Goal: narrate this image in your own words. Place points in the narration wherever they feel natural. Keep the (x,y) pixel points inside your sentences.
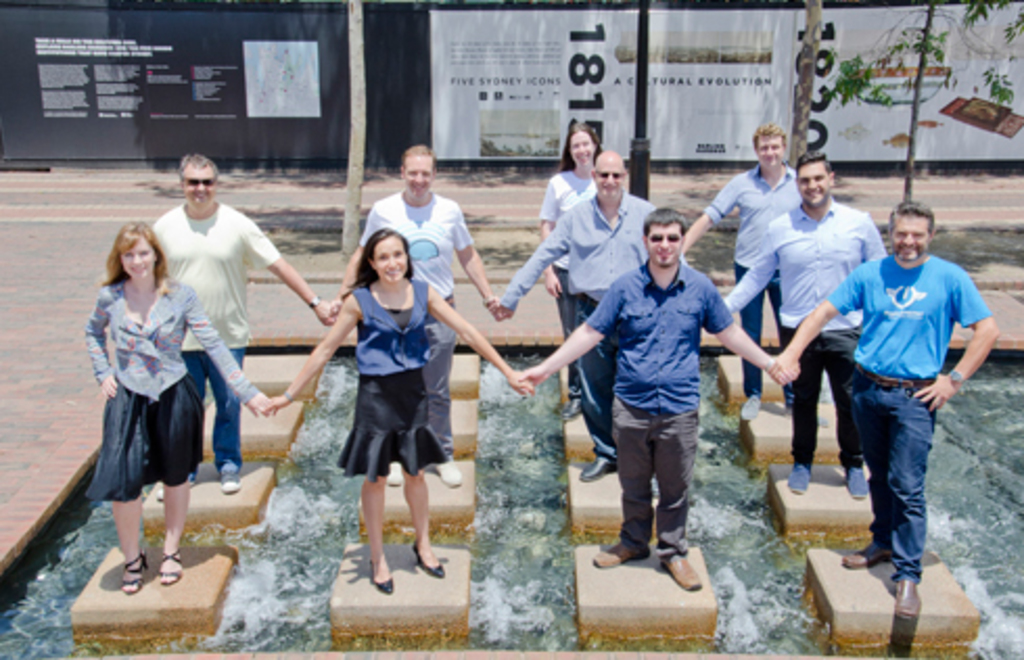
In this image we can see men (795,335) and women (530,392) are holding their hands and standing on the square shape platforms (333,625). In between the platforms (199,621) water (735,591) is present. Background of the image (970,70) banners (530,69) and poles (641,94) are present.
